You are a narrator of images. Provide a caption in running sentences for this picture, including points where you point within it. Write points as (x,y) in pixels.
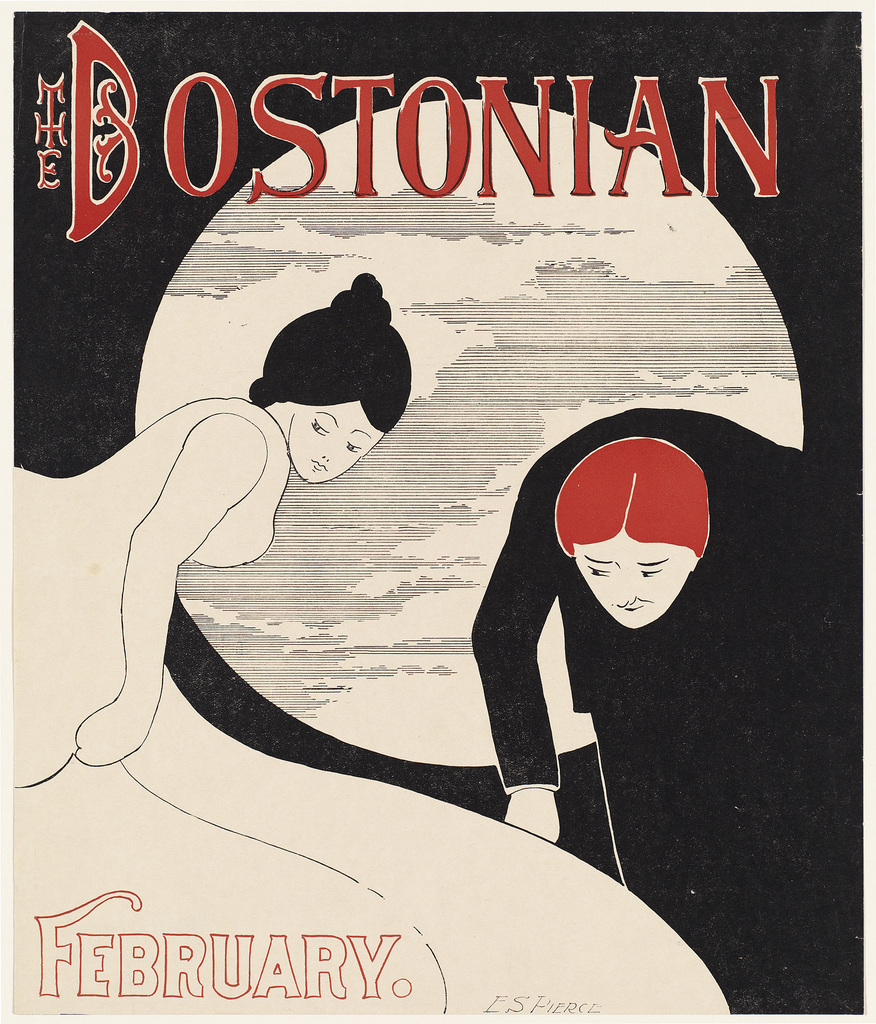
There is a poster (328,531) having paintings (171,426) of persons (307,433) and the moon (676,211) and there are texts (75,135) on this poster (299,933). And the background of this poster (50,572) is black and white color combination.
